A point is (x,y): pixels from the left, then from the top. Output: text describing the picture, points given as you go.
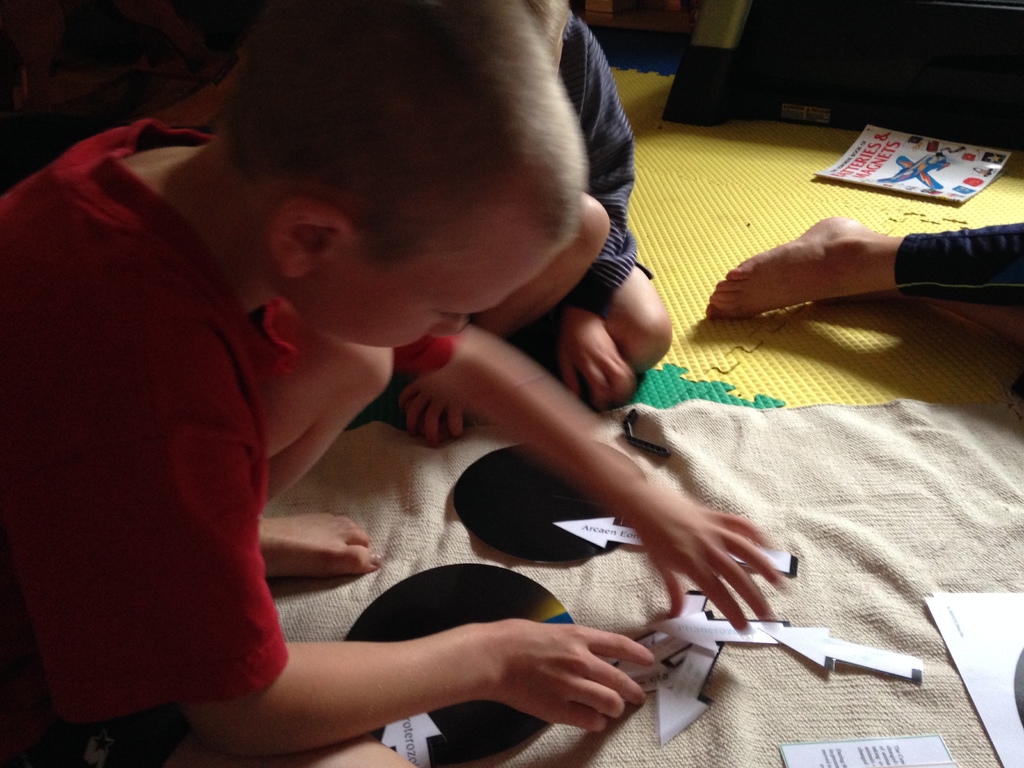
On the left side of the image (208,227) there is a kid (445,62) sitting on the cloth (306,476). On the cloth (897,533) there are arrow shaped papers (702,635) and some other papers (1020,621). There are black color things (477,580) on the cloth (701,763). Behind the boy (460,159) there is a kid (603,64) sitting on the floor (733,227). And we can see the legs (846,236) of a person (887,242). On the floor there is mat (821,137). There is a paper (959,178) with images (901,169) on it.
